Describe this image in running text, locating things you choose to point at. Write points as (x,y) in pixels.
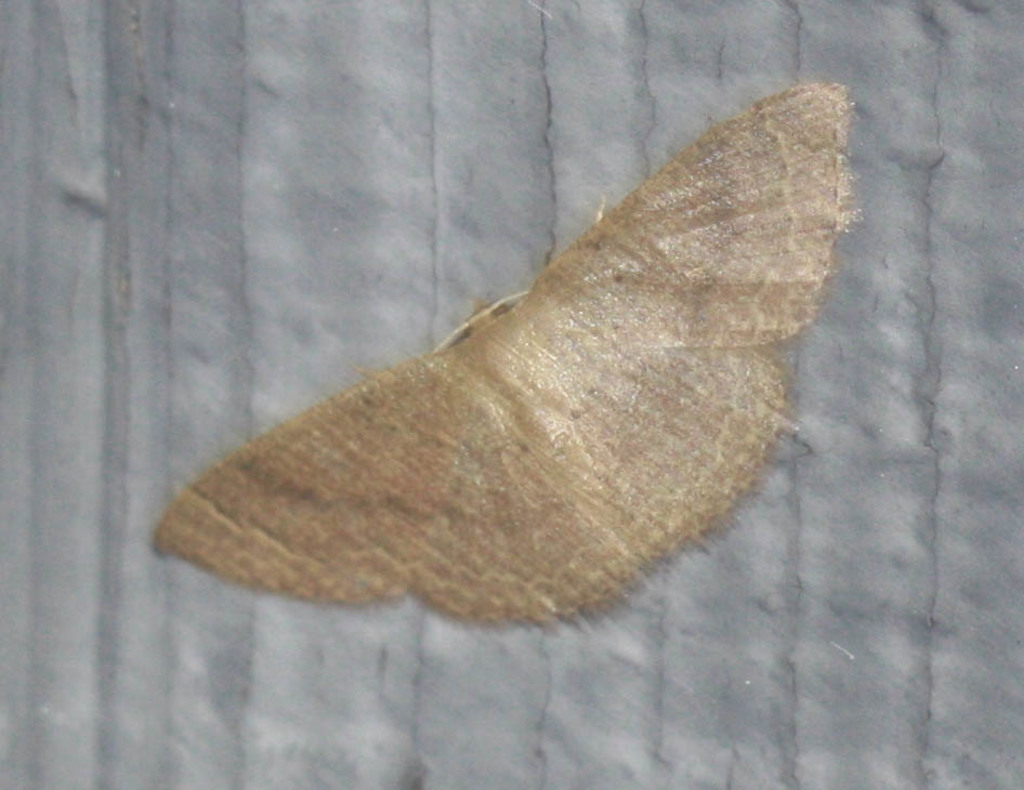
In the image we can see there is an insect (647,472) on the ground (352,625).
